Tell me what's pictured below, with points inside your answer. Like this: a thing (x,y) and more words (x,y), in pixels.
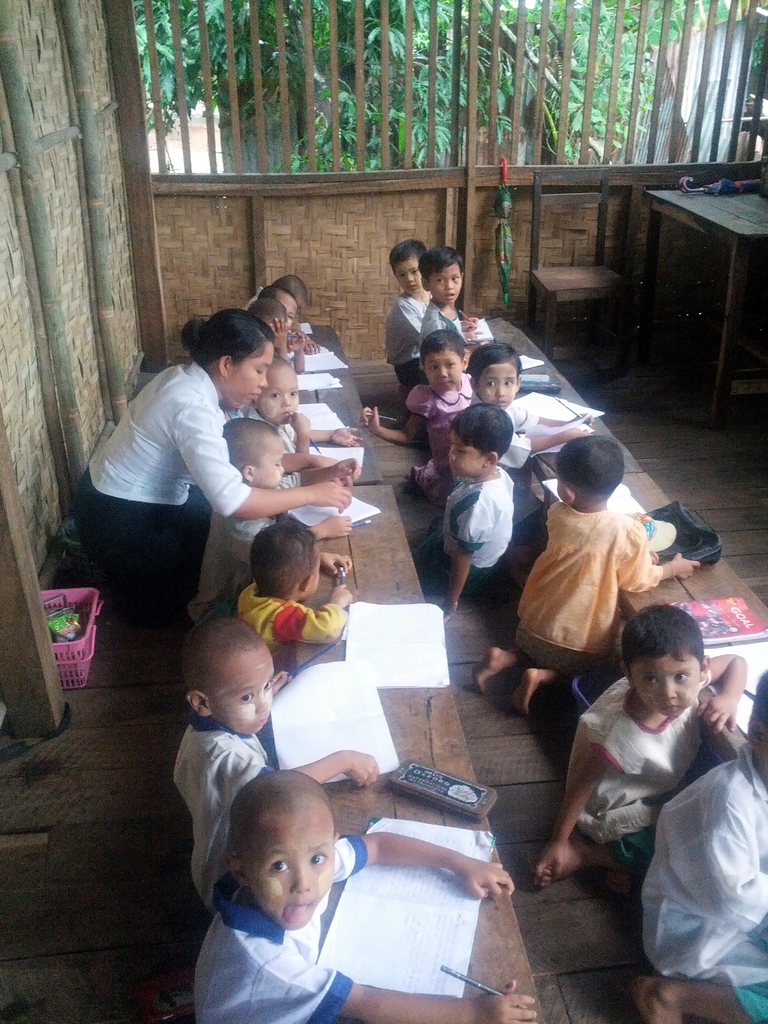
In this image we can see a woman (225,360) and some children (713,910) sitting on the floor (565,959) in a room (588,971) and there are few tables (442,815) with some books (359,898) and other objects (554,398). We can see a chair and beside there is a table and on the table (649,247), there is an umbrella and we can see some other objects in the room (359,117). There are some trees (371,10) in the background (669,39).
